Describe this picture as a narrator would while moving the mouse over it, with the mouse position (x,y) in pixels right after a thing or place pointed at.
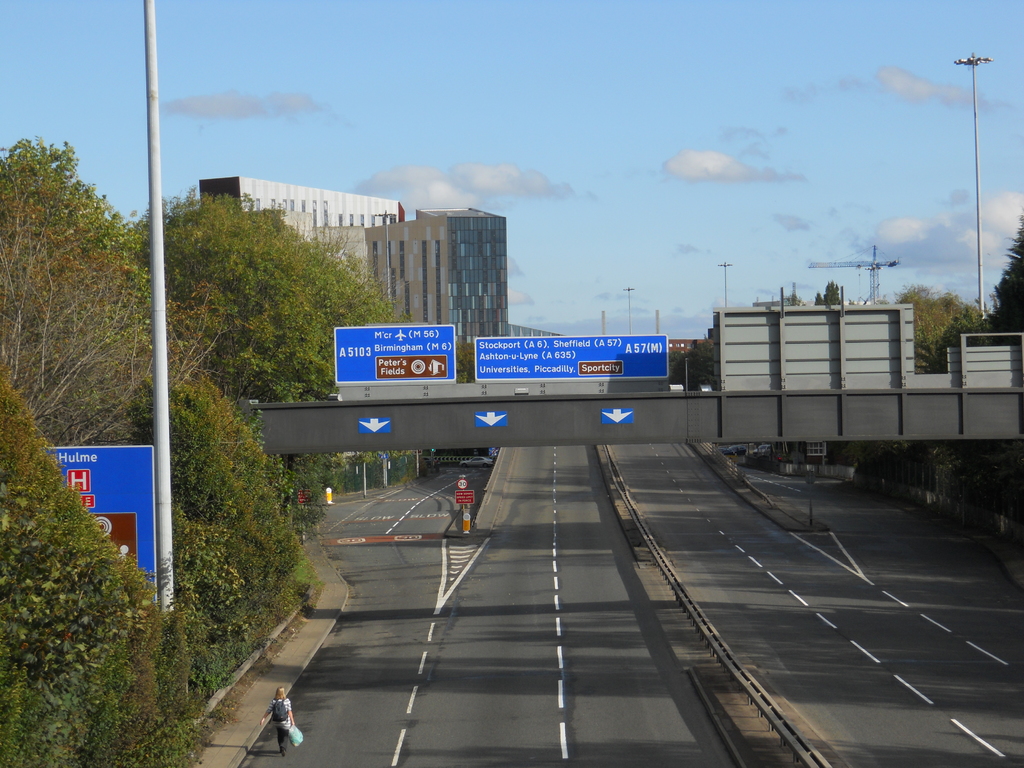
In this picture I can see the bridge (546,422) and road (611,593). On the right (792,309) I see the sign boards (841,353) which is placed on the pole (673,430). On the left (158,409) I can see the pole (168,451) and street light (163,430). Beside I can see the plants (133,321) and grass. In the bottom (286,700) there is a woman (286,706) who is walking on the road (340,666). In the background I can see the crane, street lights (389,265) and buildings (398,255). At the top (527,108) I can see the sky (529,73) and clouds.
